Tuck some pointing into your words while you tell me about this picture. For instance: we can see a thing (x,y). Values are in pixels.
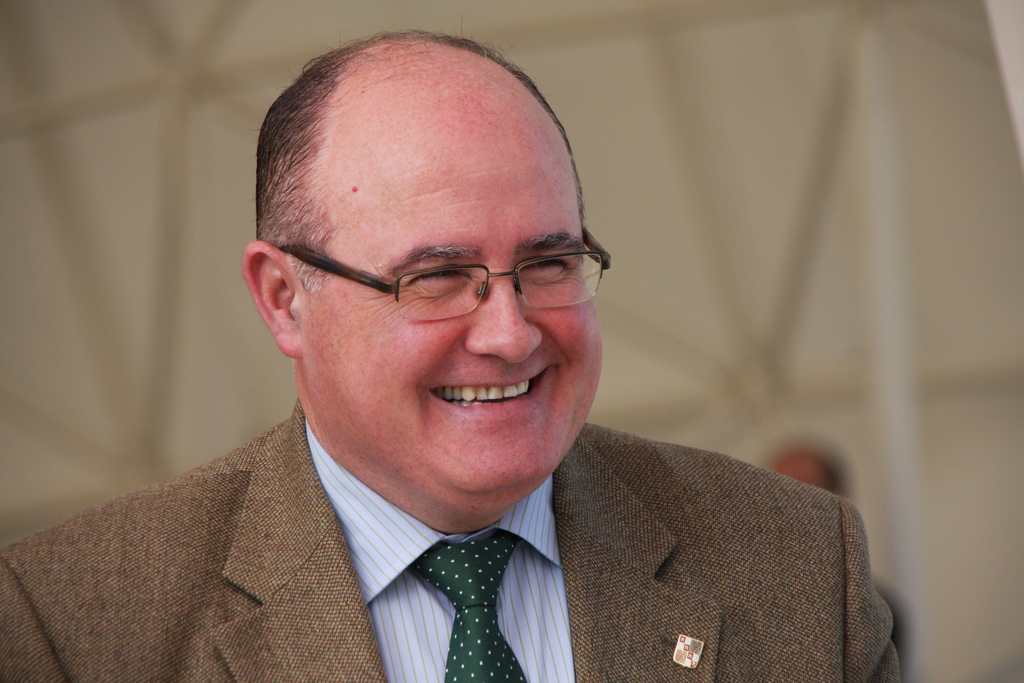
In this picture, we see a man (424,591) is wearing a white shirt (405,594) and a brown blazer (321,574). He is wearing the spectacles (351,267) and a green tie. He is smiling. In the background (133,332), we see a white wall (152,261). This picture is blurred in the background (662,302).
